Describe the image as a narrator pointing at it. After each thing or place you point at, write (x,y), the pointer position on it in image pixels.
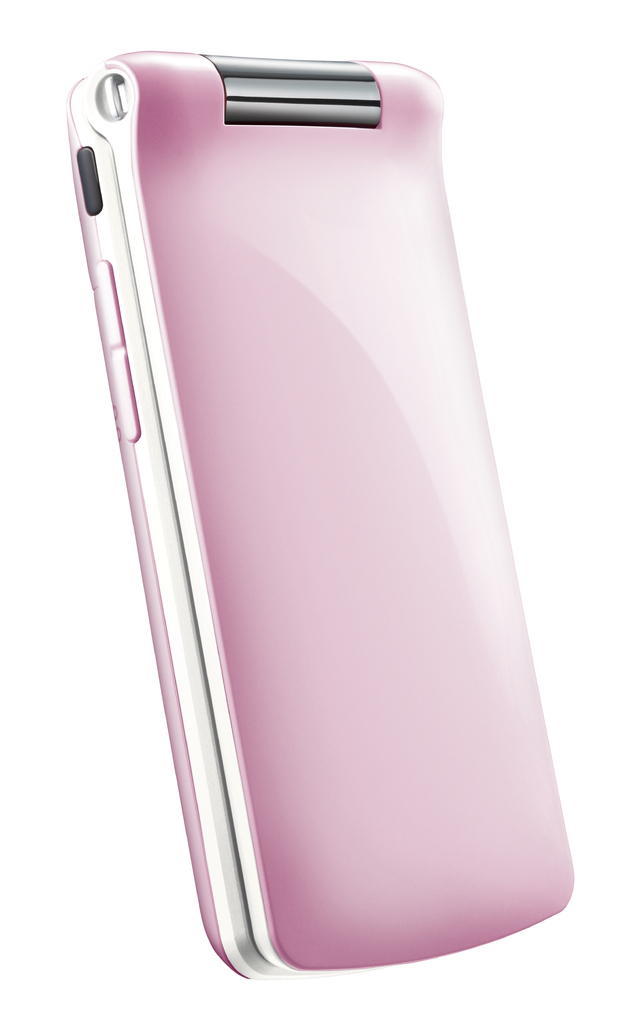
There is a mobile (362,289) in the center of the image (312,575).
